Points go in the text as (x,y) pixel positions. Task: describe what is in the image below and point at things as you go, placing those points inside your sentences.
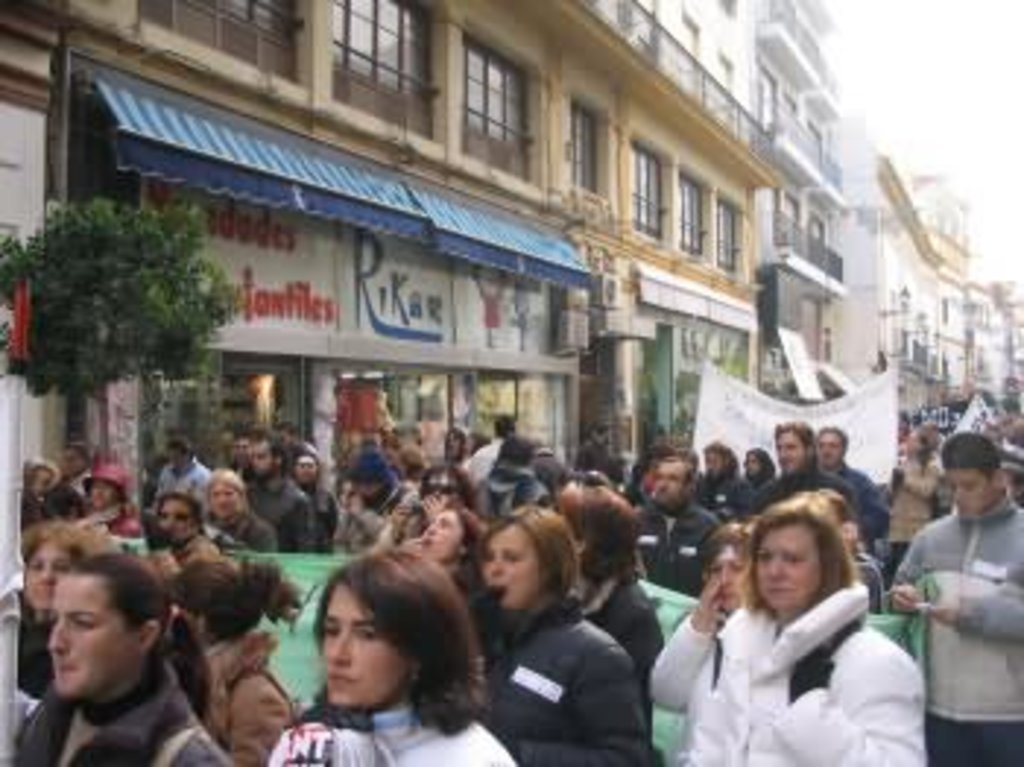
In this image I can see few buildings (607,112), windows (584,160), trees (68,383), stores (240,394) and the group of people (778,643) are walking. Few people (800,436) are holding banners (888,436) and the sky (944,143) is in white color.
